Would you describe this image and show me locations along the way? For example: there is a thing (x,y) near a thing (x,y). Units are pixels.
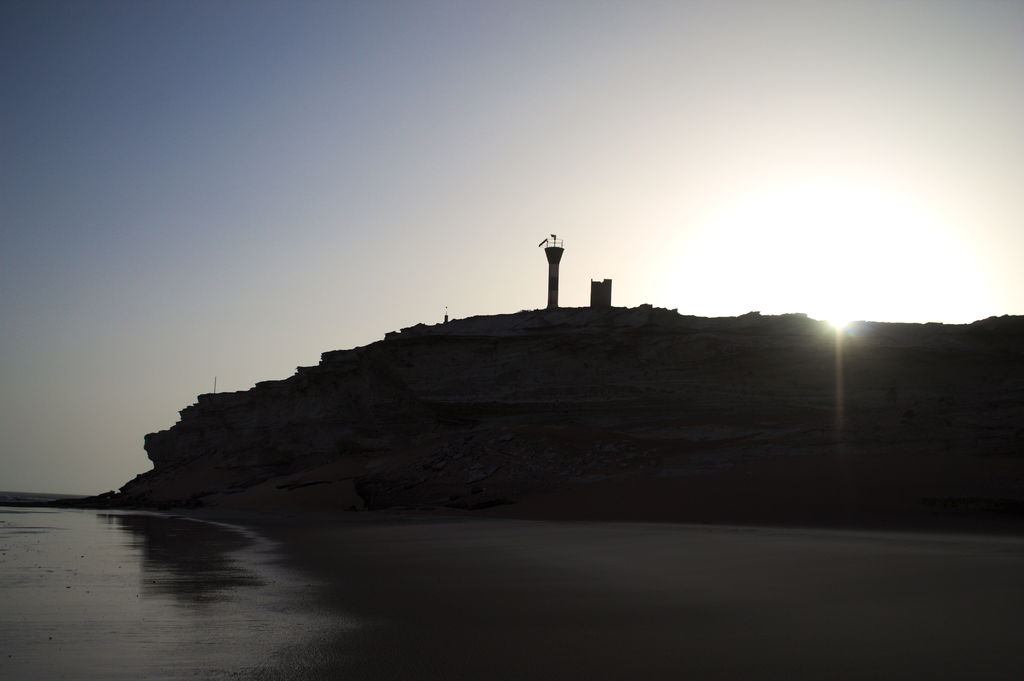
In this picture I can see a hill (541,381) and a tower (557,251) on it and I can see water (293,594) and a clear sky (699,184) with sunlight (759,232).
